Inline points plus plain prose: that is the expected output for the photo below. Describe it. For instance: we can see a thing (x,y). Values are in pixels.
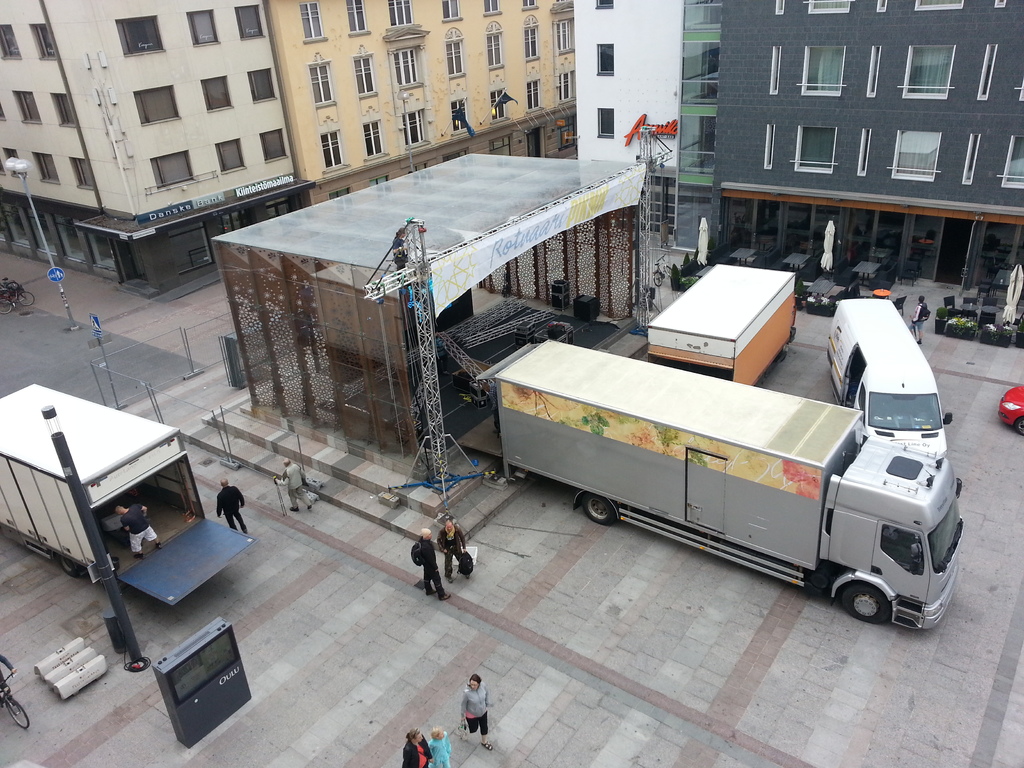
In this image in the front (468,677) there are persons (440,767) standing and walking. In the background (46,212) there are vehicles (708,409) and there are buildings (683,141) and there are poles (107,393). On the left side (12,666) there is a person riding a bicycle (6,697).
